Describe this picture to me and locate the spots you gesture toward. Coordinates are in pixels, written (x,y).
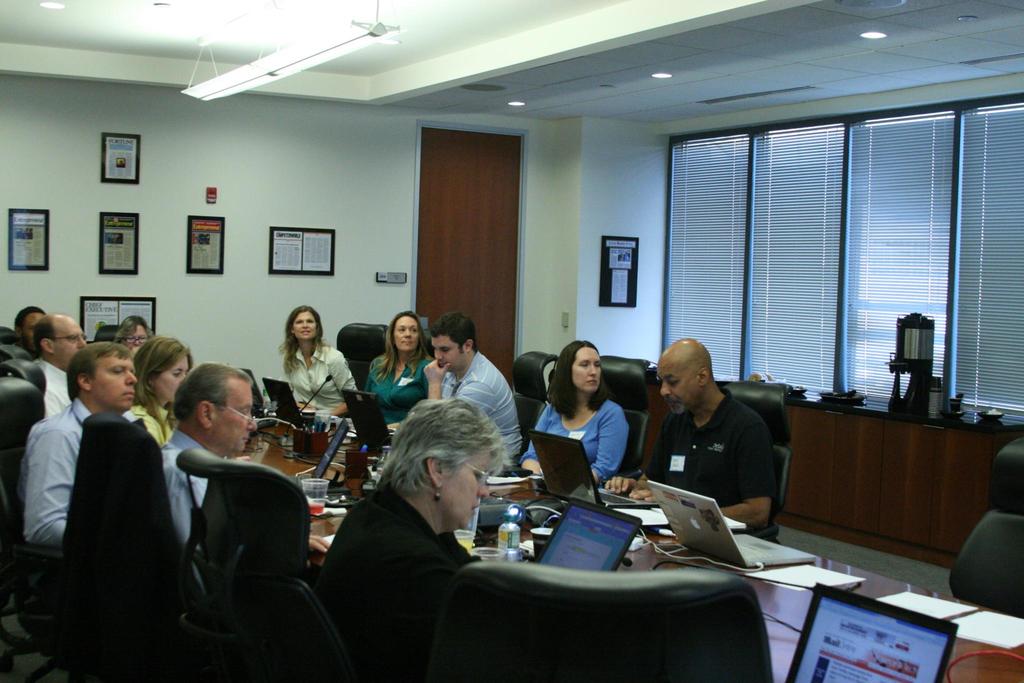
There are many persons (91,353) sitting on chairs (235,492). There is a table (668,544) in front of them. On the table (803,562) there are laptops (577,518), bottles (510,534), papers (970,627) and many other items (353,450). In the back (195,151) there's a wall (248,226). On the wall (185,254) there are photo frames (128,251). There is a door (471,228). And on the right side (807,239) there are windows (860,216). There is a table (870,411) and a coffee machine (906,349) is on the table (857,425). On the ceiling (297,27) there is a tube light (262,65).
